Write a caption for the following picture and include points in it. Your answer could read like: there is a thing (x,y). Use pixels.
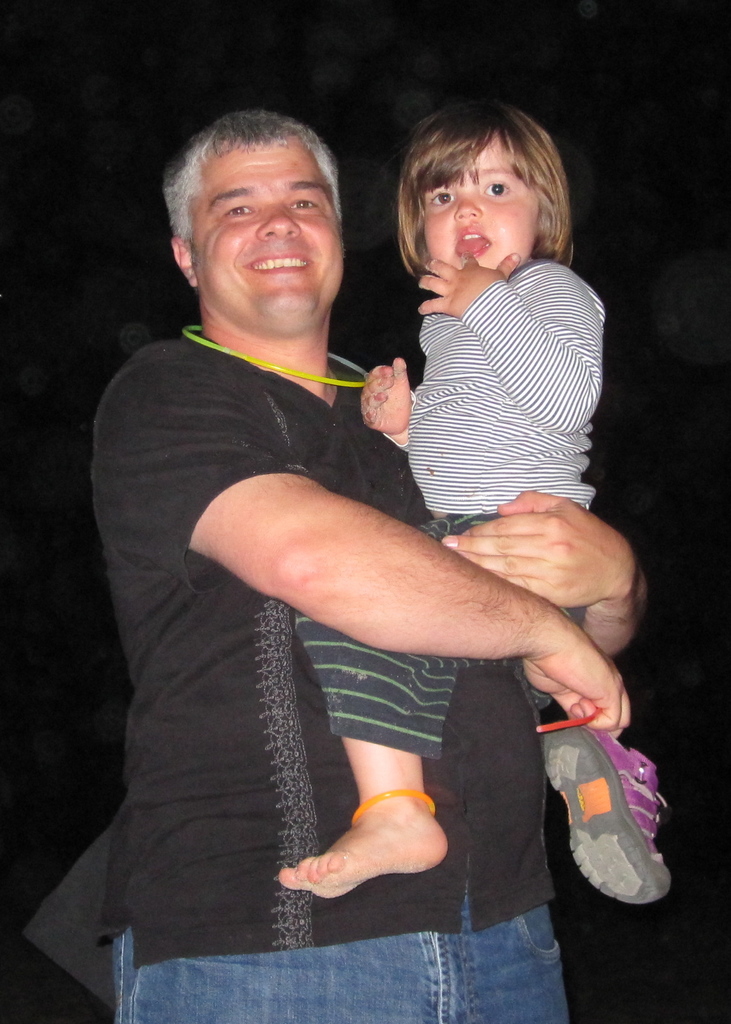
In this image we can see a person (364,900) holding a baby (584,372) with his hands (577,709).
